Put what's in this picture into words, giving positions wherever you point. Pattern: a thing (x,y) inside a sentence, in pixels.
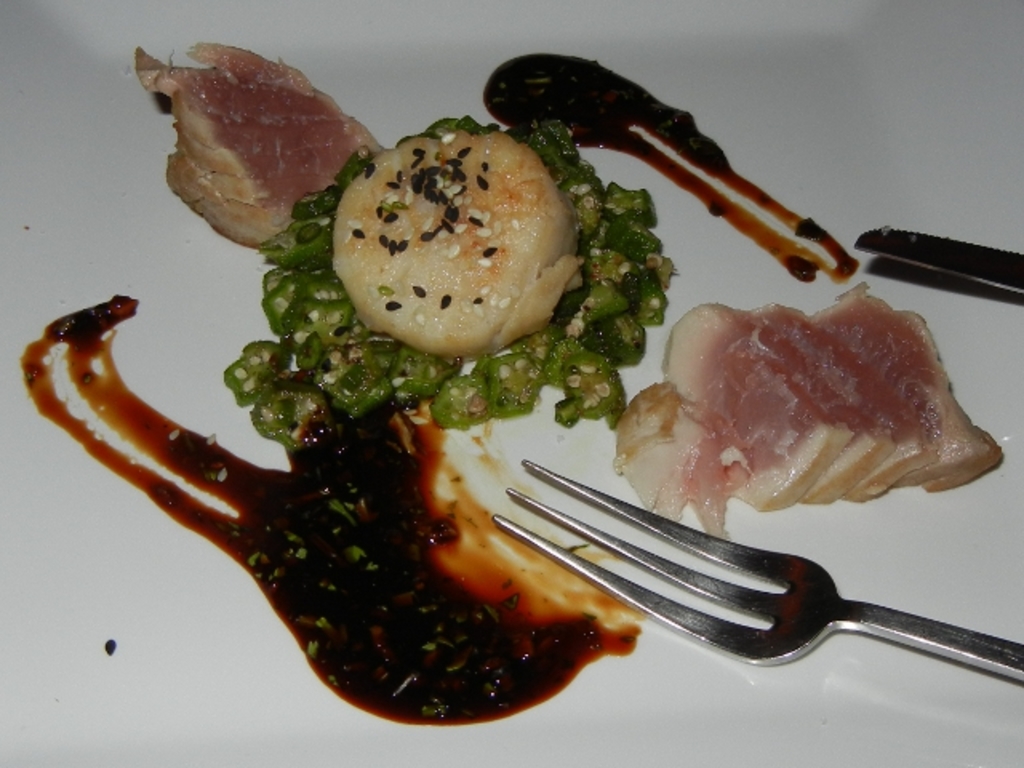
In this image we can see some food (483,222) on the white surface (10,498) and we can also see a fork (807,642).
